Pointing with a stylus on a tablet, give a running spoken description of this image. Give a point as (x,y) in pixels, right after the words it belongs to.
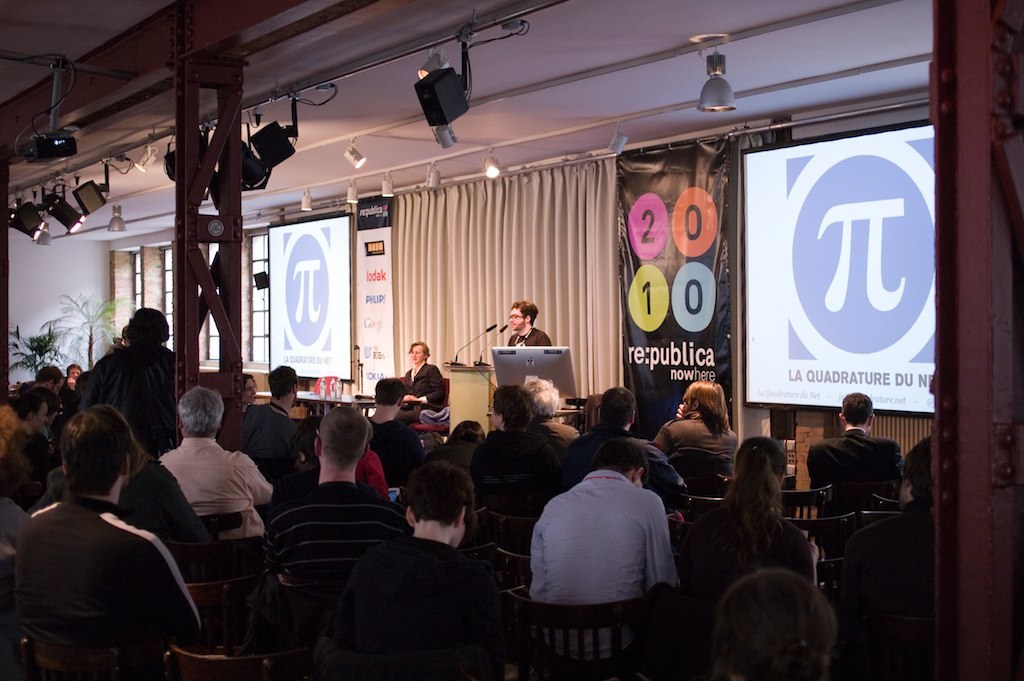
In this picture there is a person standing behind the podium (476,412) and there are microphones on the podium (451,397) and there is a computer (499,351) on the table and there is a person (415,370) sitting behind the table (364,395). In the foreground (609,446) there are group of people (460,551) sitting on the chairs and there is a person (138,433) standing and there is a pole (232,313). At the back (459,321) there are plants (18,353) and there is a curtain (505,274) and there are banners (679,180) and screens (866,193) and there are windows (137,274) and there is text (864,229) on the screens (279,276) and on the banners (699,235). At the top (390,186) there are lights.
